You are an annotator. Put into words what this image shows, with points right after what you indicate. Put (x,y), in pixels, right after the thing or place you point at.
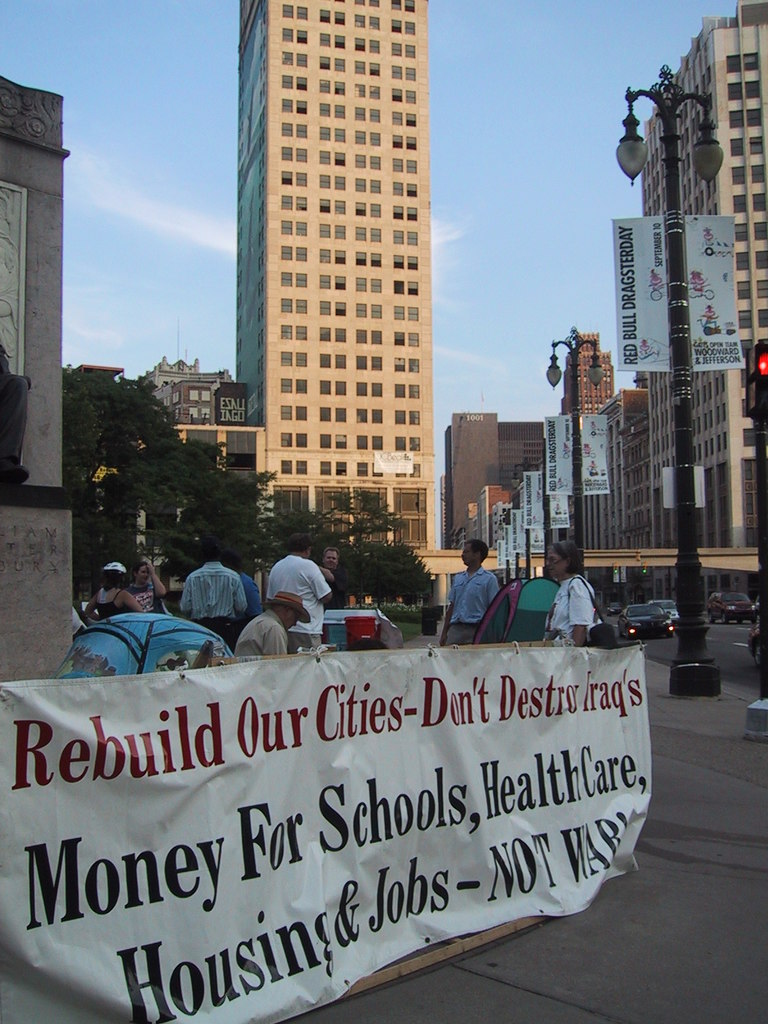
In this image we can see sky (234,190) with clouds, skyscrapers (339,353), buildings (311,445), trees (172,487), street poles (666,202), street lights (659,107), advertisements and motor vehicles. In addition to this we can see persons (211,596) standing on the sidewalk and a banner (277,809).
